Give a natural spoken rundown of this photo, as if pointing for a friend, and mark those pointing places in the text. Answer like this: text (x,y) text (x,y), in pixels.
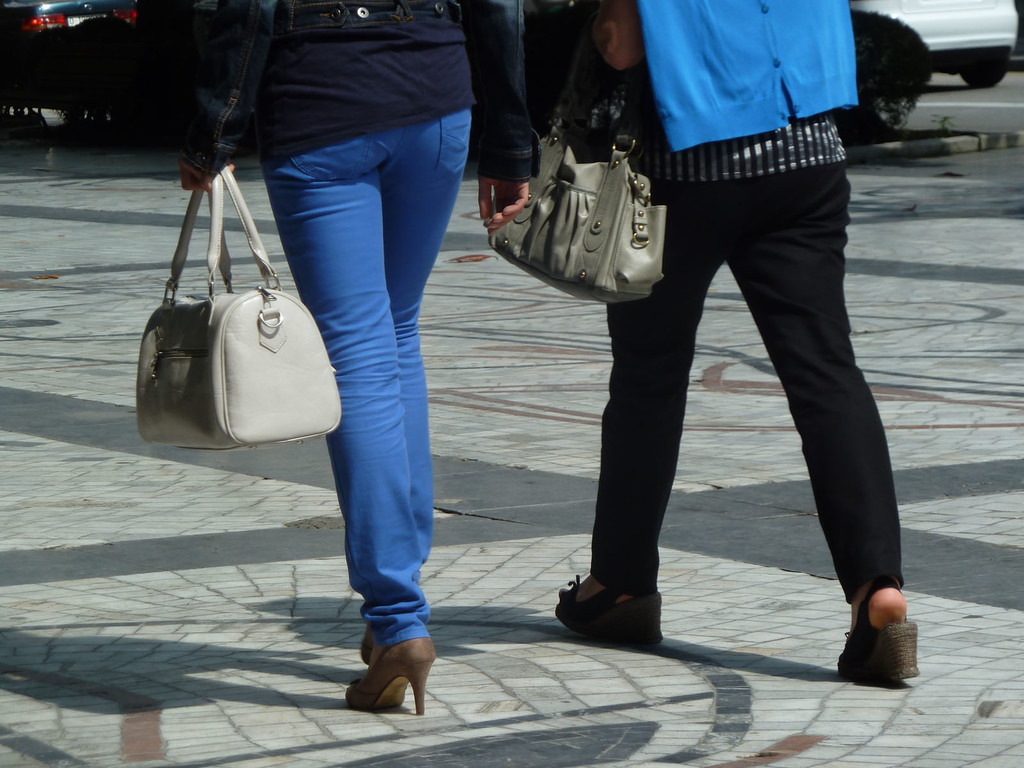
In this image there are two persons (664,409) walking carrying a handbag (636,124) on left hand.
